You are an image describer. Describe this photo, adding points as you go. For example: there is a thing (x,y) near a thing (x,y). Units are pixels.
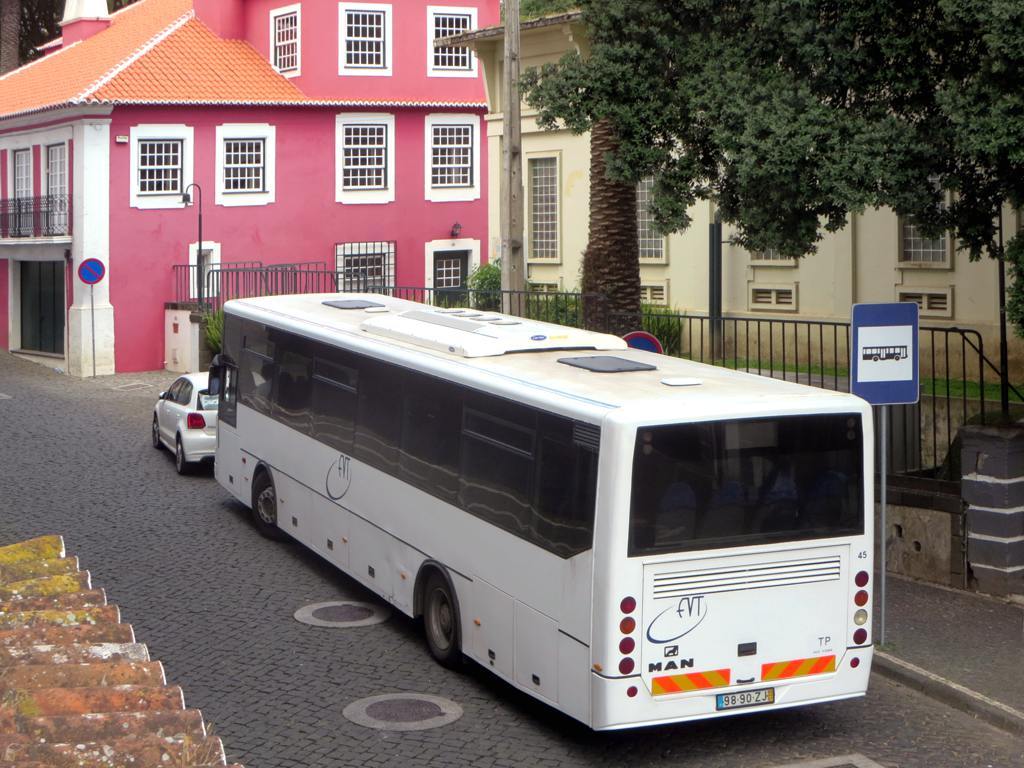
In the middle of the image (384,296) there are some vehicles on the road (971,734). Behind the vehicles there are some poles (513,297) and sign boards (912,321) and fencing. Behind the fencing (419,301) there are some trees (627,137) and plants (562,308) and buildings (431,85).
